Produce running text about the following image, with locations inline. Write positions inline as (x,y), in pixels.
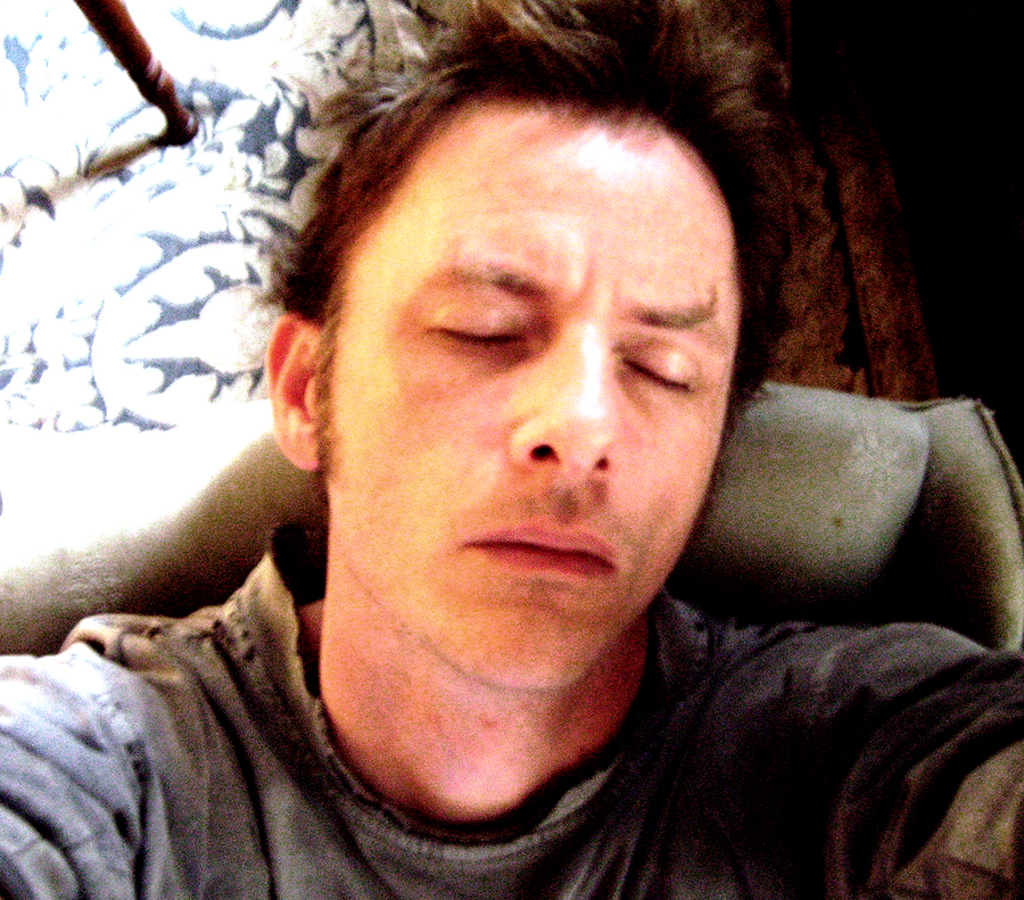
In this image a man (418,444) is sleeping, he wore a t-shirt (695,814). On the left side (100,327) there is a cloth (182,288) with flower designs (184,304).
